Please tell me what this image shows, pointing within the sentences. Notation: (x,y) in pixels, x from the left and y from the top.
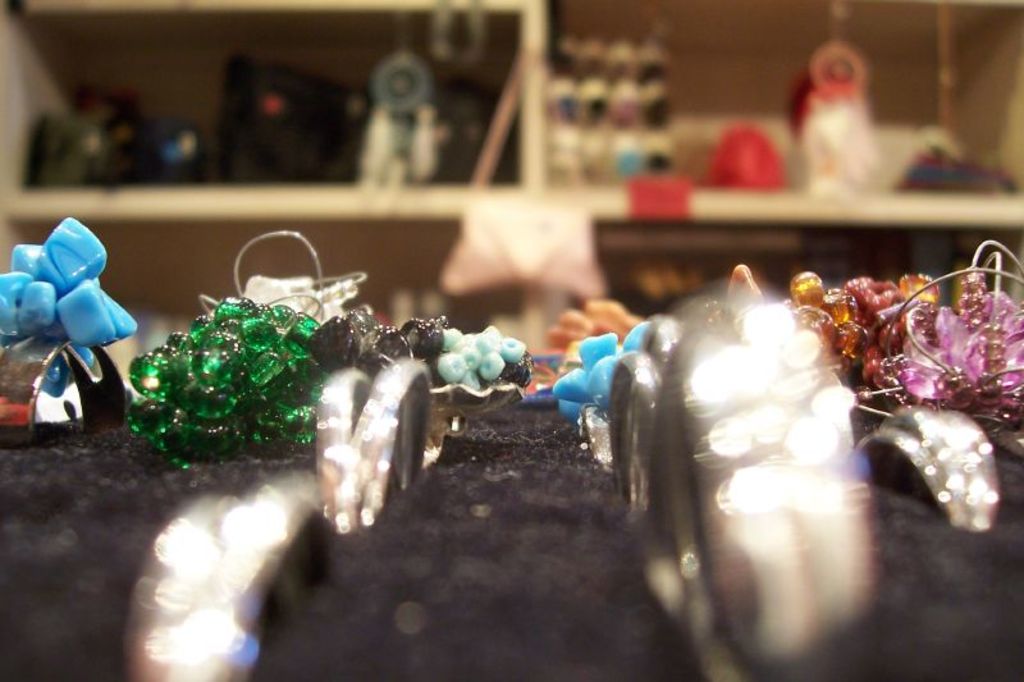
In this picture I can see some accessories (644,484) on a black object (515,451), and in the background (492,151) there are some items (582,96) in the shelves (537,89).
